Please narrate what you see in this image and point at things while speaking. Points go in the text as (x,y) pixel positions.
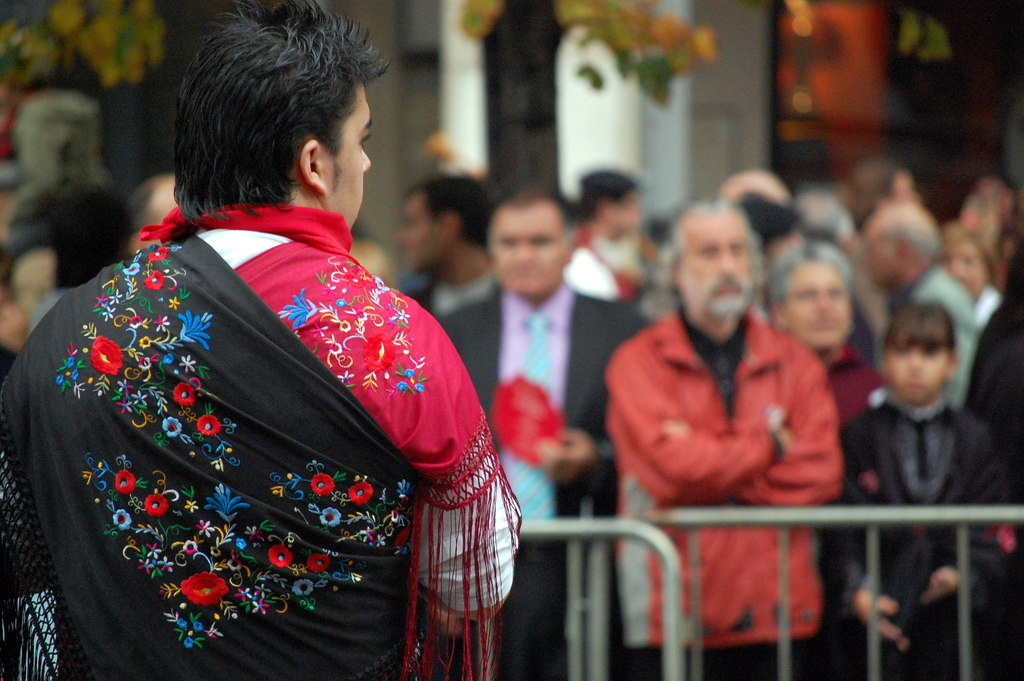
In this picture we can see a person (369,411) and in front of this person (443,422) we can see a group of people (732,287) standing, fence (872,551), tree (523,172) and in the background (581,99) we can see some objects (631,101) and it is blurry.
